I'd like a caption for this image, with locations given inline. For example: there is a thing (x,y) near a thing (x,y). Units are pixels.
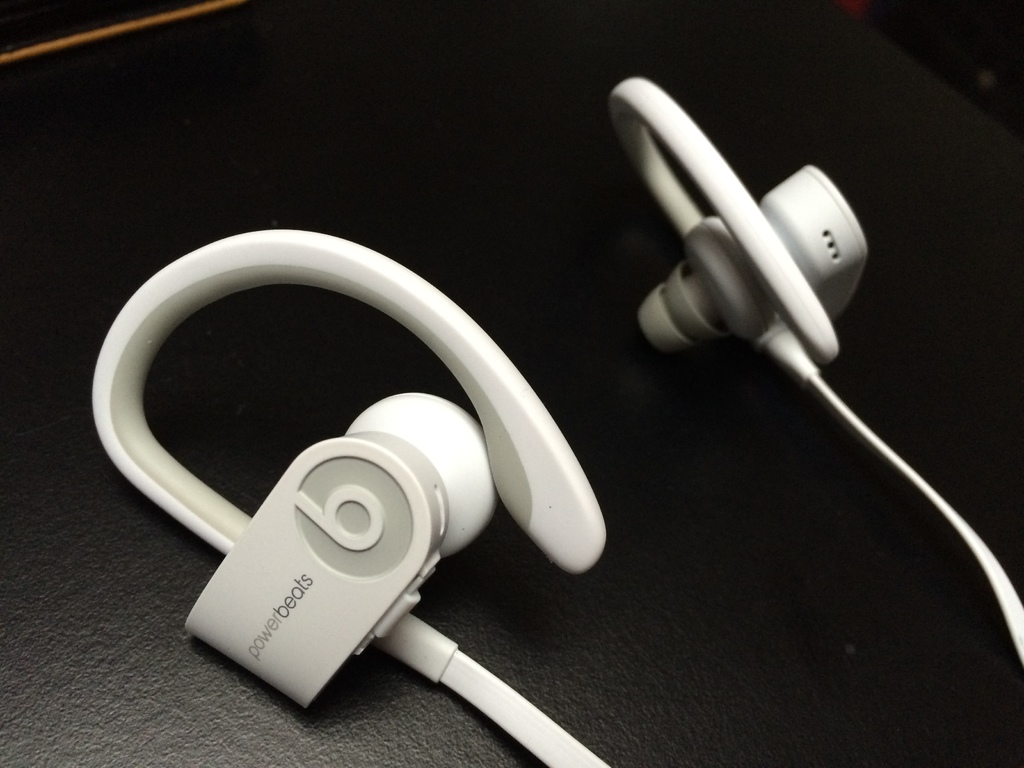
In this image there are earphones (557,424) on the black color floor (96,624).
